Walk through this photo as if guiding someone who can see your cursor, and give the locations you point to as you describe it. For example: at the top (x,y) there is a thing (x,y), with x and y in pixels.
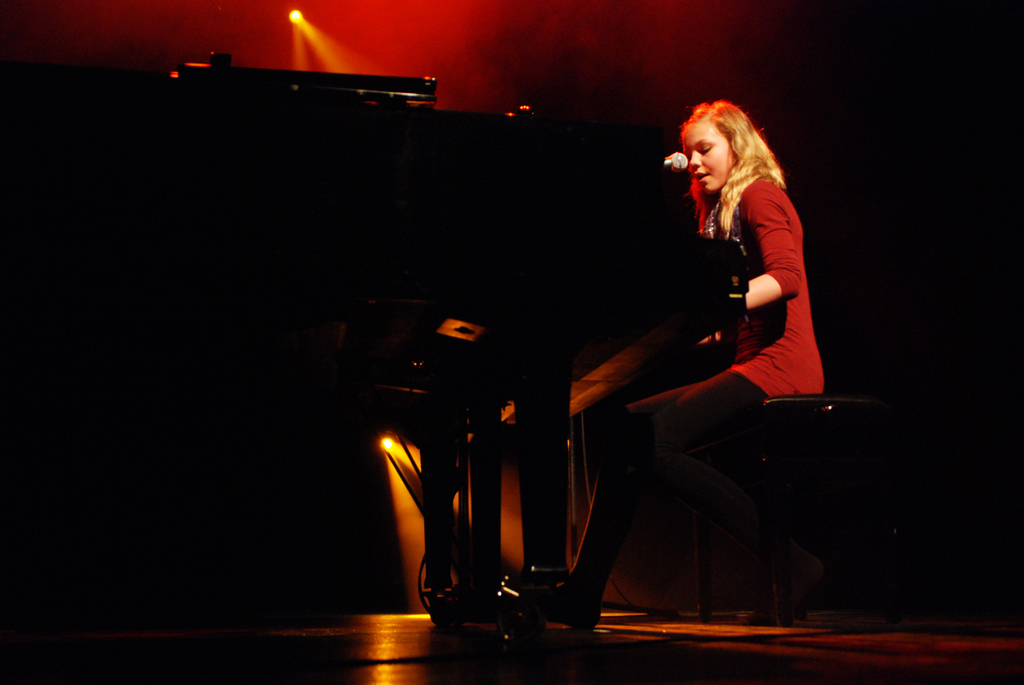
On the right side (746,164), there is a woman (755,194) in red color T-shirt (755,212), sitting and playing a piano (636,131). In front of her, there is a mic (682,161). In the background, there are two lights (315,36). And the background (1011,73) is dark in color.
